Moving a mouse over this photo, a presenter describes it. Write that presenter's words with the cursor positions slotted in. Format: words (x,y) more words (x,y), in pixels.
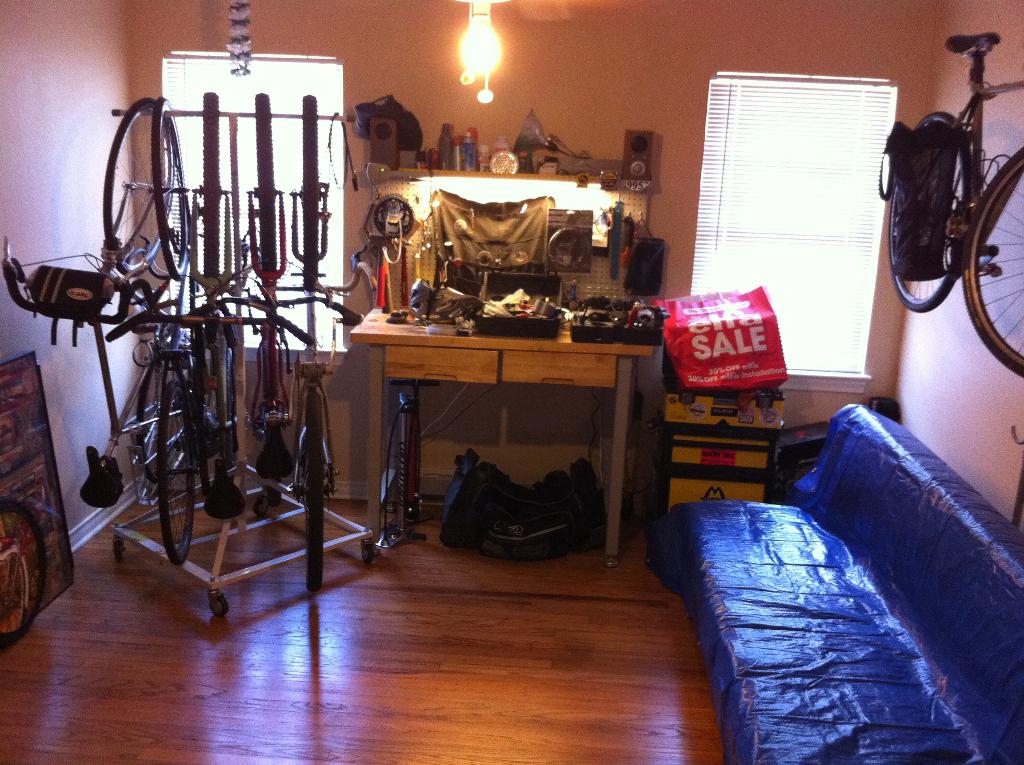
In this image there is a couch (862,596) truncated towards the bottom of the image (875,621), there is a table (498,368), there are objects (541,288) on the table (411,371), there are objects (195,543) on the floor (330,646), there are objects (37,477) truncated towards the left of the image (14,400), there is a wooden floor (397,687) truncated towards the bottom of the image (364,705), there are windows (787,162), there is a wall (638,73) truncated towards the top of the image (611,46), there is a bicycle (969,159) truncated towards the right of the image (988,182), there is a wall (1013,306) truncated towards the right of the image (970,363), there is a light (496,55) truncated towards the top of the image (477,33), there is an object (242,46) truncated towards the top of the image (243,14), there is a wall (66,108) truncated towards the left of the image (35,108).
